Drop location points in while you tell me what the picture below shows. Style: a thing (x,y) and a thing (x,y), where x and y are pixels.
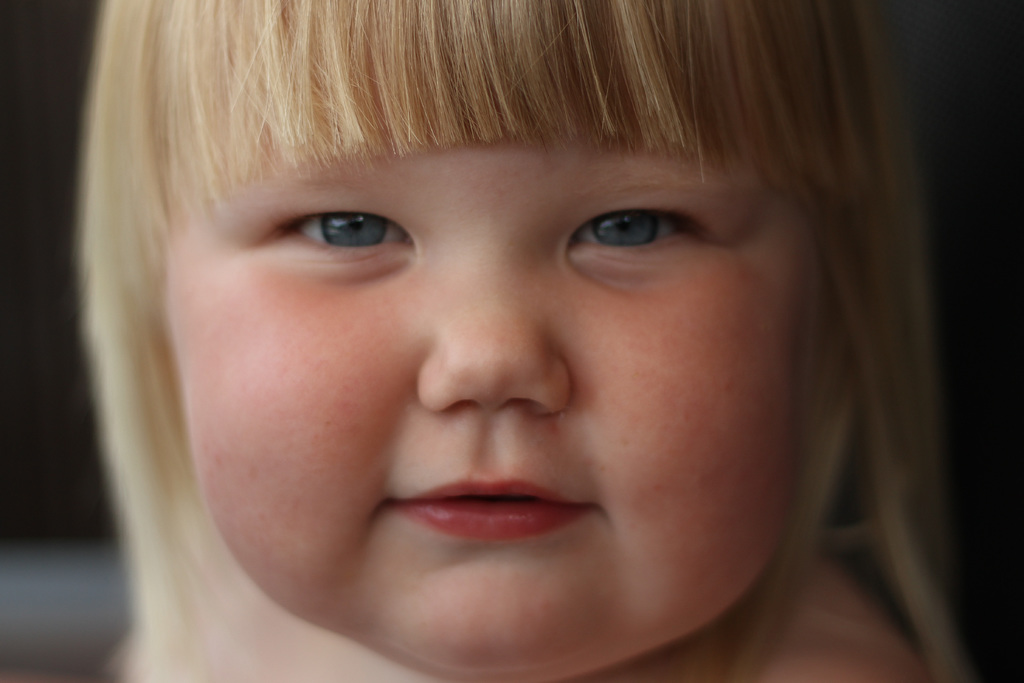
In this picture there is a face (686,264) of a kid (486,294).
